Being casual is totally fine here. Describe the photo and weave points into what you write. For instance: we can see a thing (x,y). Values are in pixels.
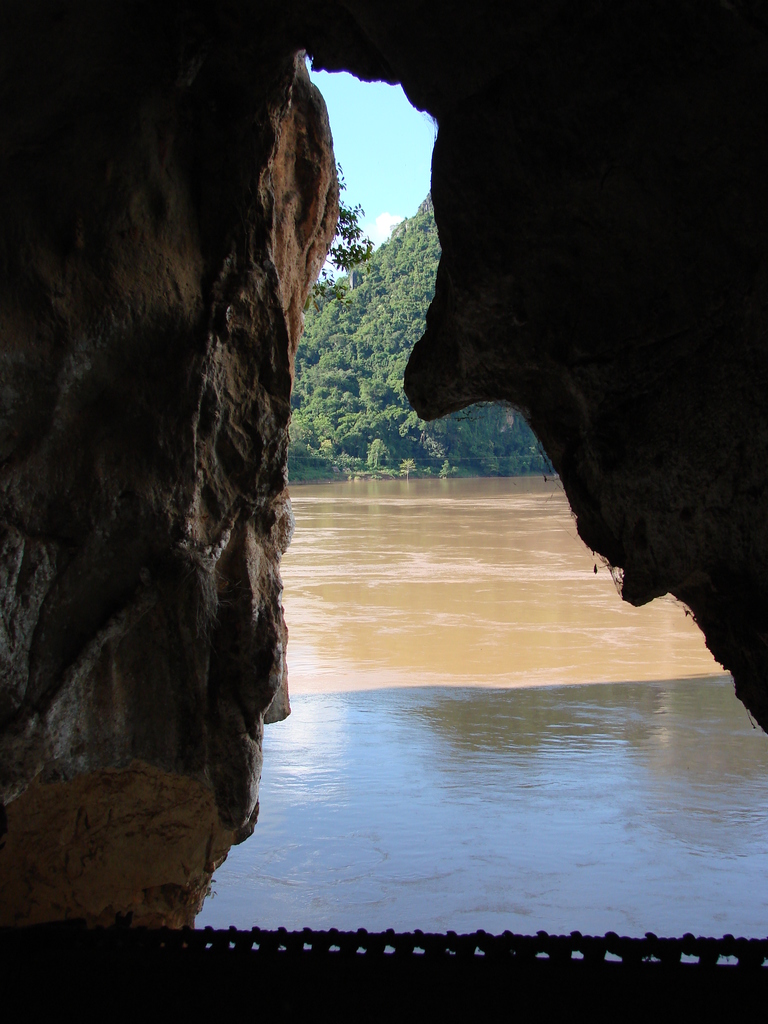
In this picture I can see some rocks (590,286), water flow (451,560) and some trees (350,389).
